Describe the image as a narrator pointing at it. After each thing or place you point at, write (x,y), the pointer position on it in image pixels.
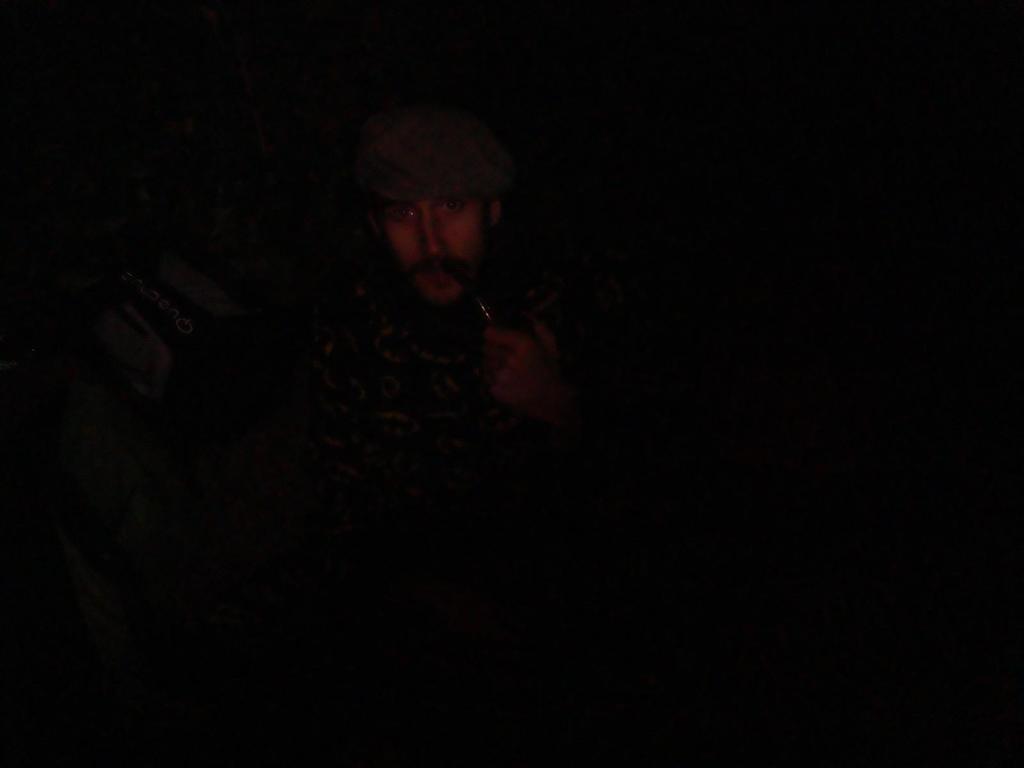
In this image we can see one man (542,361) sitting, wearing a cap (450,175) and smoking. There are some objects (173,330) are on the surface (801,491).
